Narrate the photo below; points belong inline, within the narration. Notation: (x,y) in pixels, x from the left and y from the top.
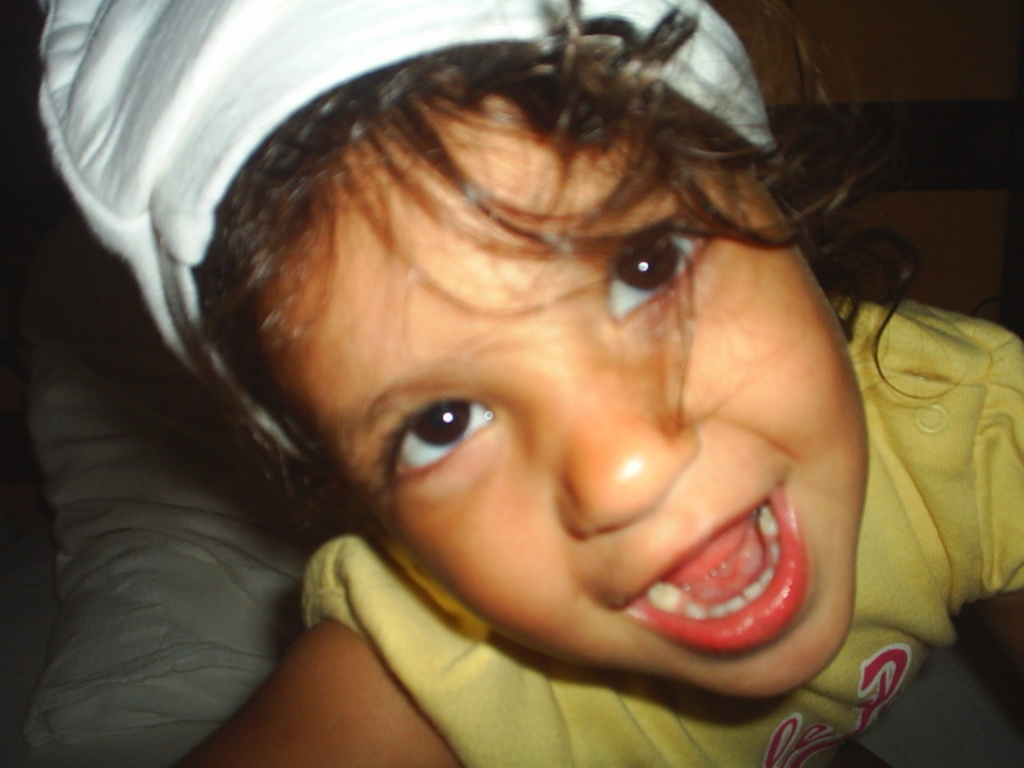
In this image there is a kid (577,616) wearing a yellow shirt (617,699) and a cap (82,52). Behind her there is a pillow (171,587).
